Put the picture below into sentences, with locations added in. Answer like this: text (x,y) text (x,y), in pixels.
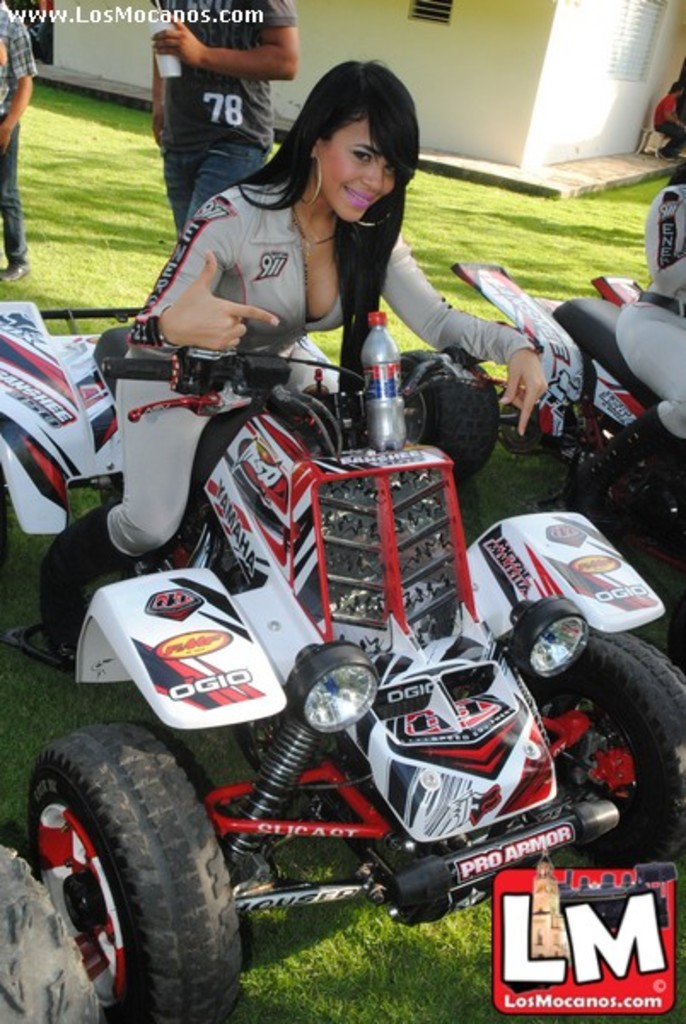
In the image in the center (352,388), we can see one woman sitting on the vehicle (367,471) and she is smiling. In the bottom right of the image (569,938), there is a logo (556,901). In the background (479,126) there is a building (469,72), wall (484,72) and few people (9,79).
